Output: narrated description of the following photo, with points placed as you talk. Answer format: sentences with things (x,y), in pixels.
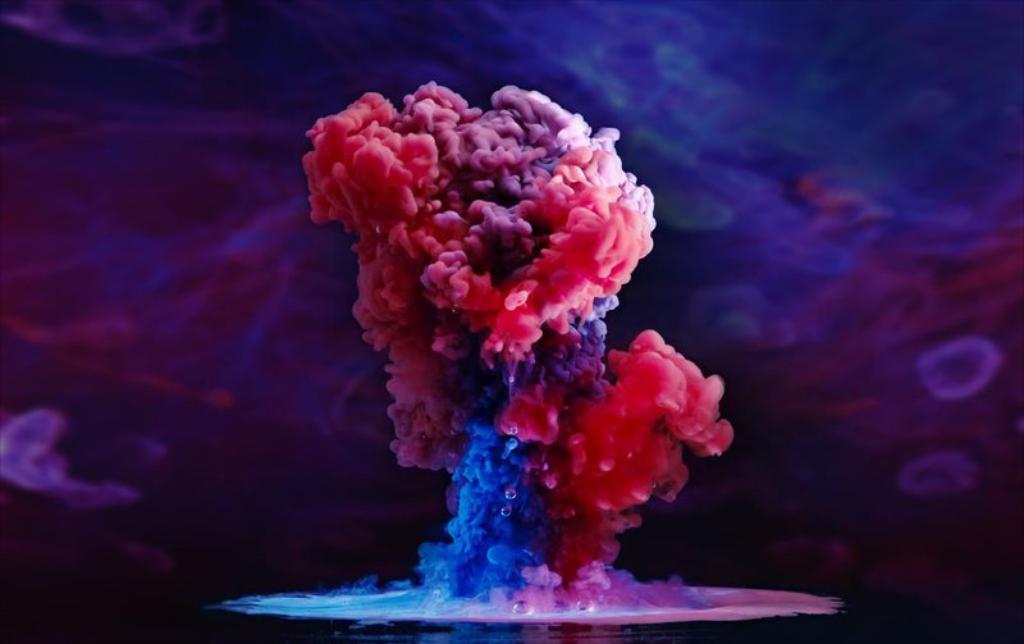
In the picture there is a red and blue smoke (513,418) and behind the smoke (473,527) the background (174,394) is blurry.
